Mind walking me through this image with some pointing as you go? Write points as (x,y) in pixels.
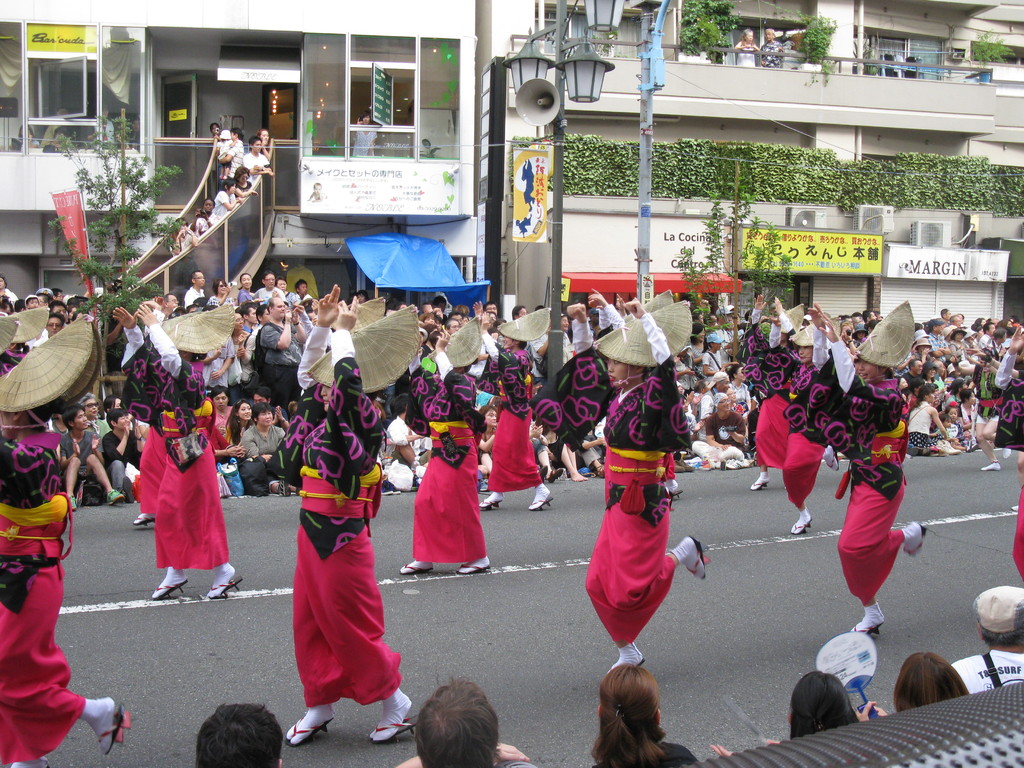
At the center of the image (630,344) there are people (640,474) dancing on the road (544,629). Beside them there are people (477,759) sitting on the road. In front of the image there is some object (927,742). In the background of the image (917,185) there are plants (603,172). There is a speaker (557,98). There are lights (579,81). There is a pole (648,132). There are buildings (876,120). On the left side of the image (211,210) there are people (228,177) standing on the stairs (242,247).
